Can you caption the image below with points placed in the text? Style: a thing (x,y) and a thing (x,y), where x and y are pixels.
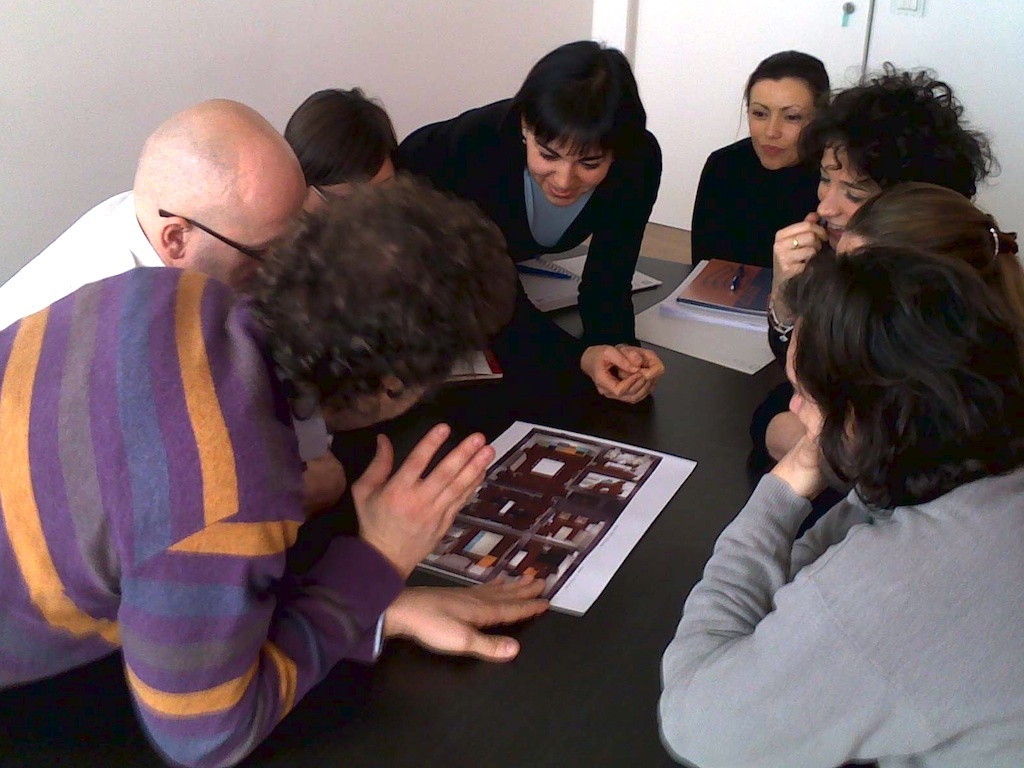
This picture is clicked inside. In the center (656,424) there is a table (625,642) on the top of which papers (734,326) and books (749,328) are placed. On the left (163,410) there are two persons (399,261) standing on the ground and bending forward and we can see the group of people (366,127) sitting on the chairs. In the background (900,22) there is a door (784,14) and the wall (432,24).
